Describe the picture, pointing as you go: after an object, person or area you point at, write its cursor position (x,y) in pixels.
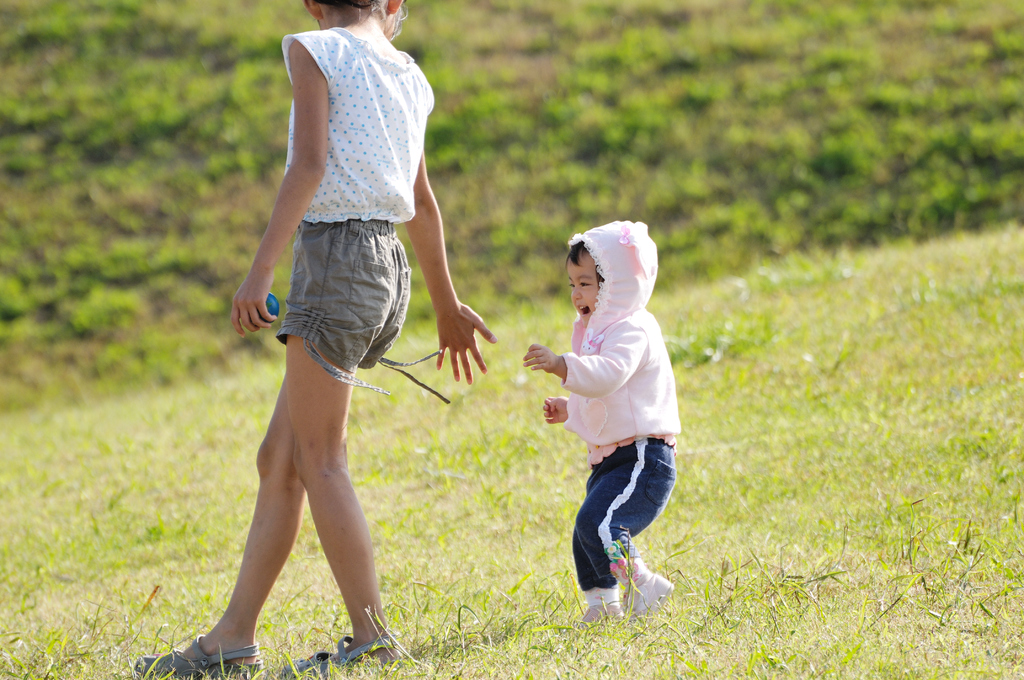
In the image in the center (373,301), we can see one girl (361,250) and one kid (636,358) are walking. And we can see the girl (312,360) is holding some object (270,309) and the kid (578,410) is smiling. In the background (604,212) we can see the grass (822,51).
